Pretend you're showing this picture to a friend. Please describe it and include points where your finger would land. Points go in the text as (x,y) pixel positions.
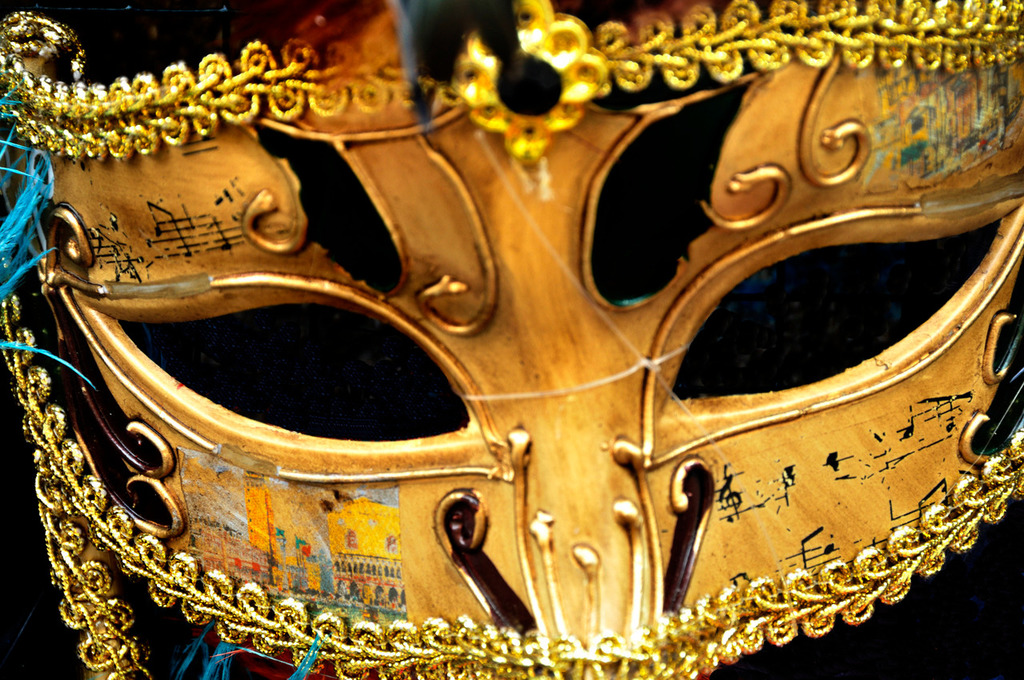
This is an eye mask (578,405). And this is in golden and black color. On the border (104,127) there are golden lace (767,53). In the back (333,381) it is dark.
